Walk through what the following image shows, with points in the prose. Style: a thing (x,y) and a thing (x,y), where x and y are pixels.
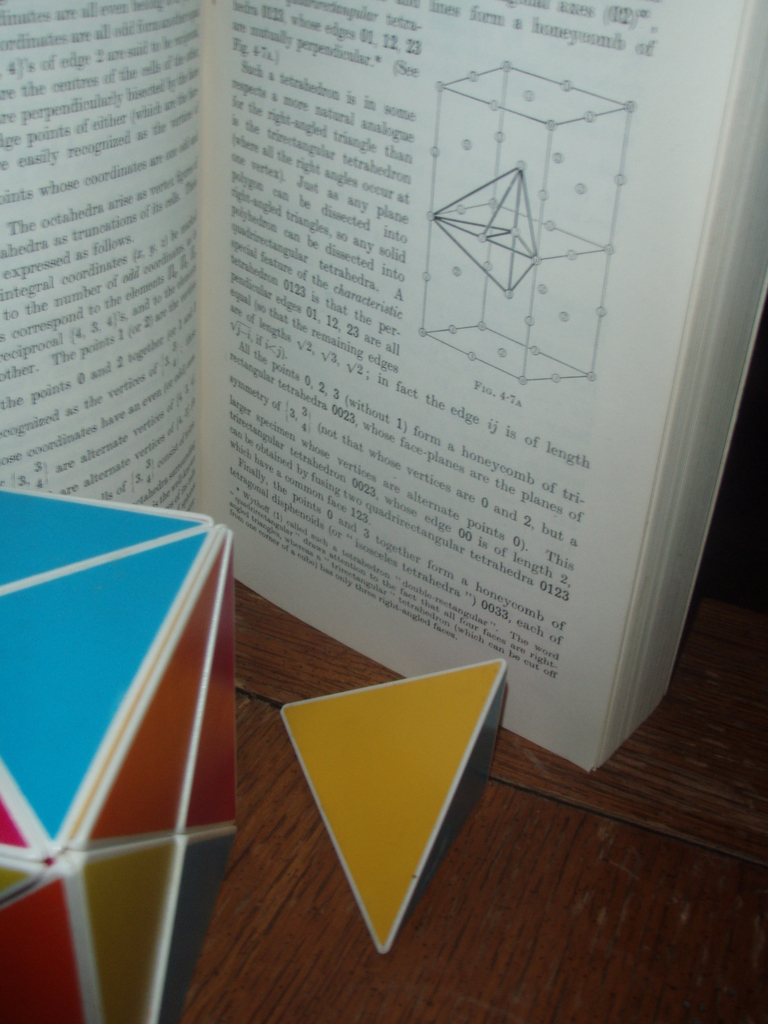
In this image I can see a book (417,355) and other objects (406,865) on a wooden surface (481,906). I can also see something written on the book (232,257).
